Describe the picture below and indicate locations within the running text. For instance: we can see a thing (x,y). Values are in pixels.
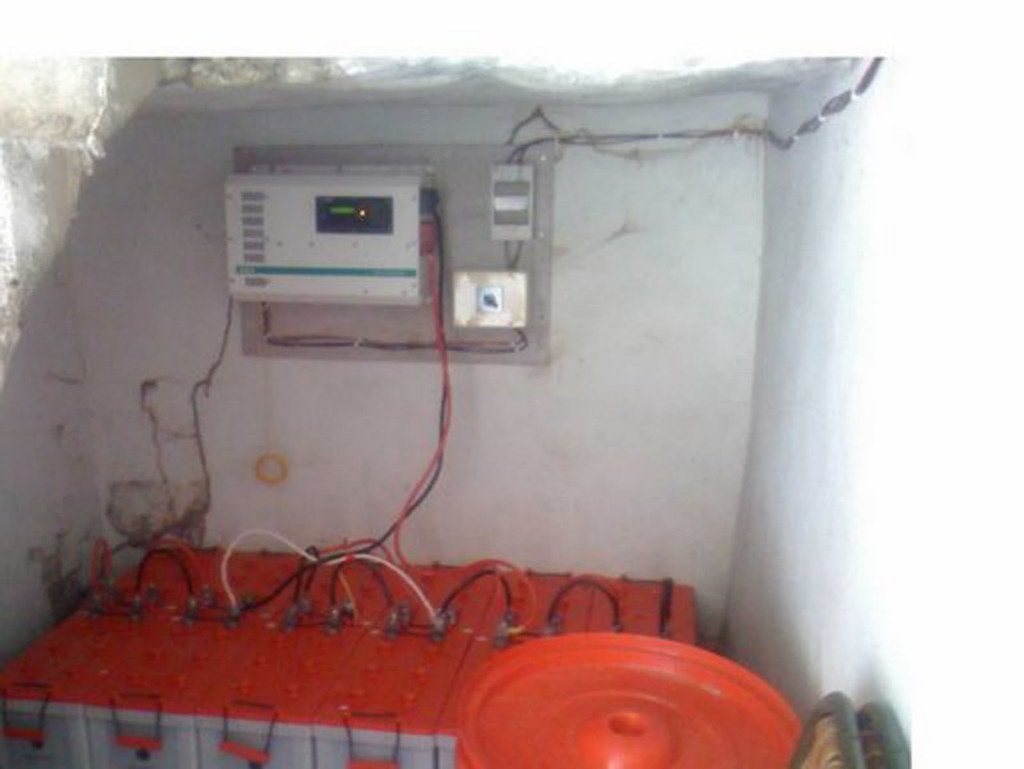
In this image we can see an object (202,651) looks like a battery (306,632), there are few wires (428,488), a plastic object (707,717), and there are few electrical objects (512,209) to the wall (550,481).
